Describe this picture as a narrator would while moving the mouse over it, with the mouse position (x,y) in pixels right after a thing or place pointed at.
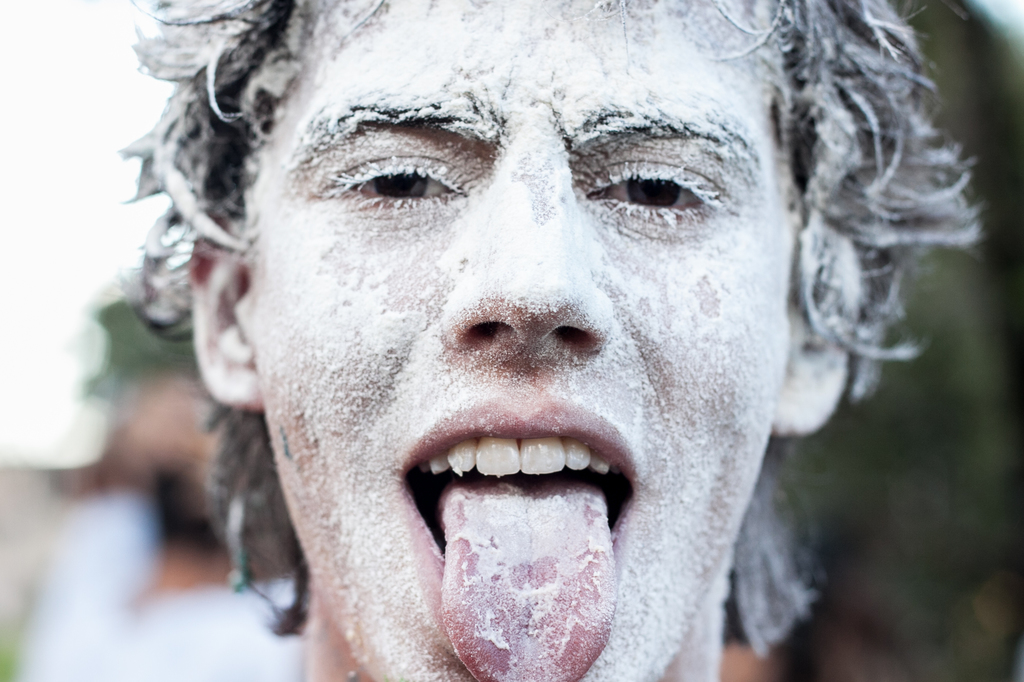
In this image I can see the person's face (564,425) covered with the white color powder (451,536) and I can see the blurred background (25,58).
